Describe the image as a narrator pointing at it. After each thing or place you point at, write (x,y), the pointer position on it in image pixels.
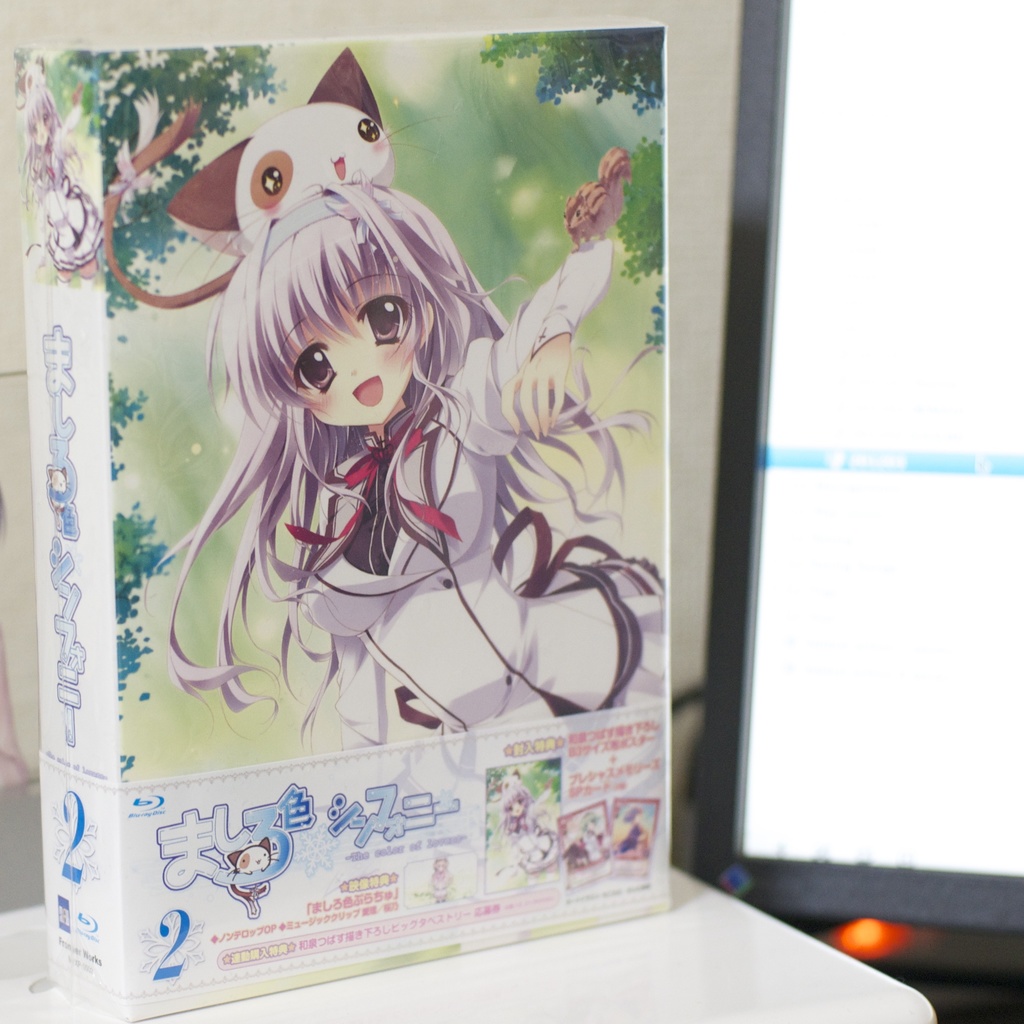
In this picture, it looks like a book (294,511) on an object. On the book cover (262,536), we can see the image of a woman (351,420), an animal (234,168) and trees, there is something written on it. On the right side of the image (886,90), there is a monitor (866,490) and light (873,932). Behind the book (187,490), it looks like a wall (669,53).
